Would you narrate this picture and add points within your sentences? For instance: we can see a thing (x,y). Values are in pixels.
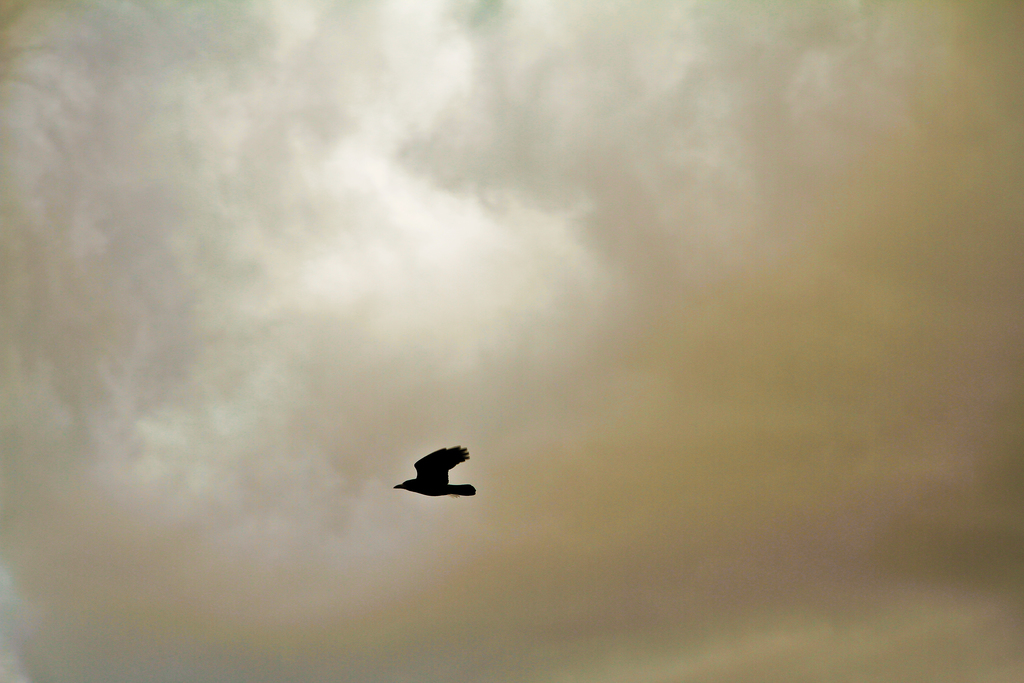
In this image there is a black crow (452,464) there is a cloudy sky (170,360).
